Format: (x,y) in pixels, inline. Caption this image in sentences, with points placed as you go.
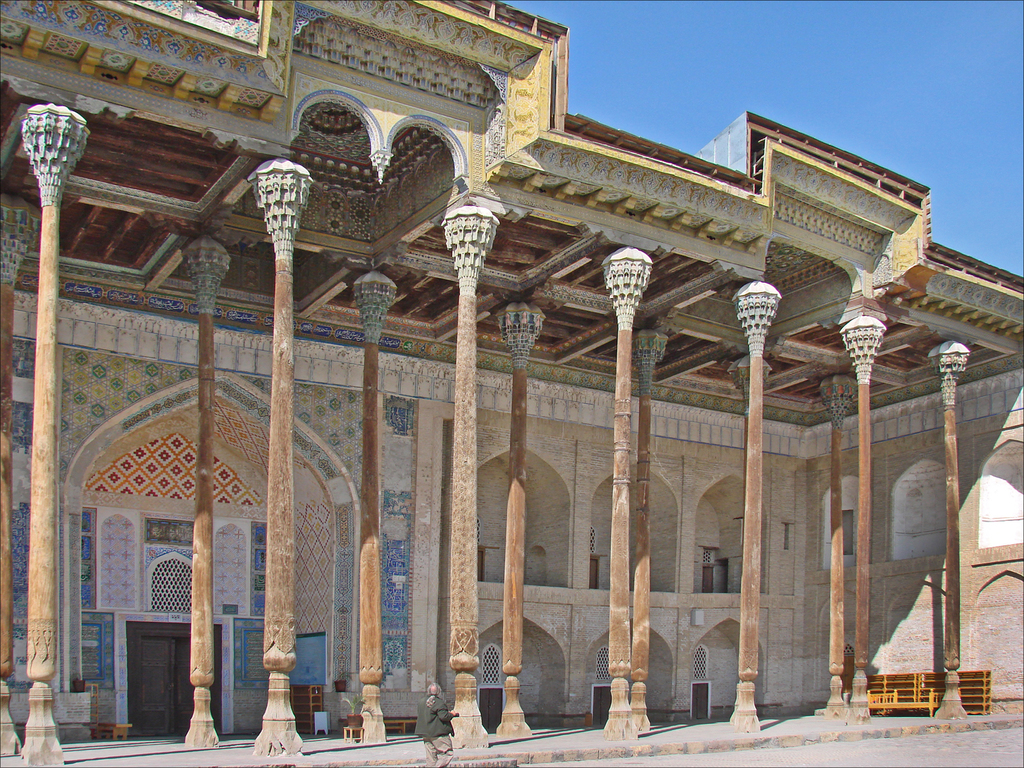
In this image there is a person (433,688) walking, beside the person (441,731) there are pillars (461,529) of a building (637,483) and there is a wooden object (887,692).
